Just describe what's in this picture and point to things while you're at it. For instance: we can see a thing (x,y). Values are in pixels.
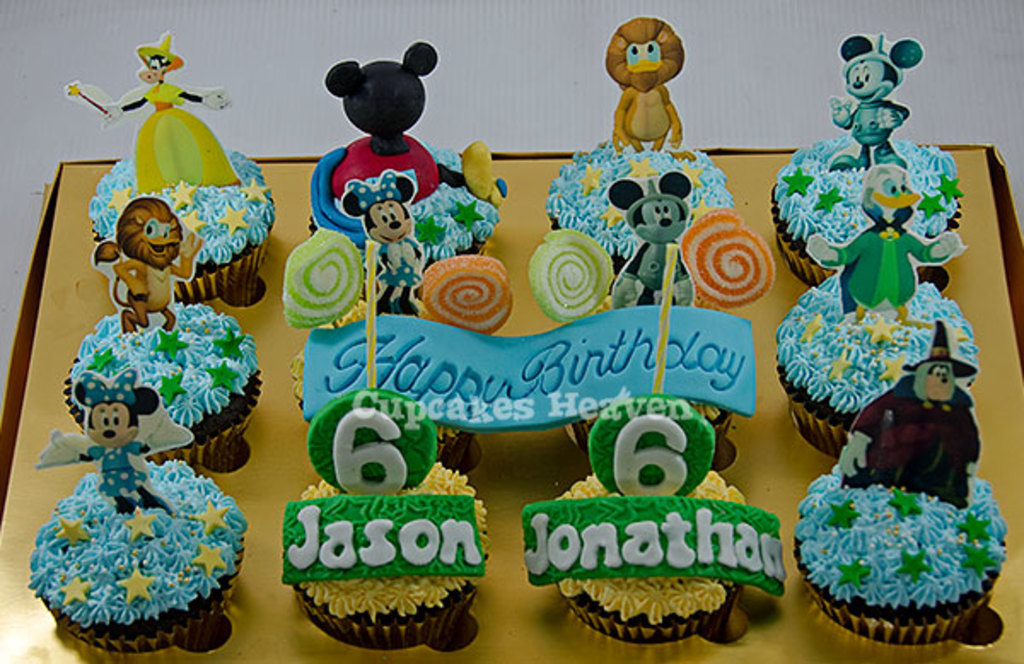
In this image there is a table (570,111) with a box (268,288) of cupcakes (235,290), candies (492,284) and toys (893,159) on it.
